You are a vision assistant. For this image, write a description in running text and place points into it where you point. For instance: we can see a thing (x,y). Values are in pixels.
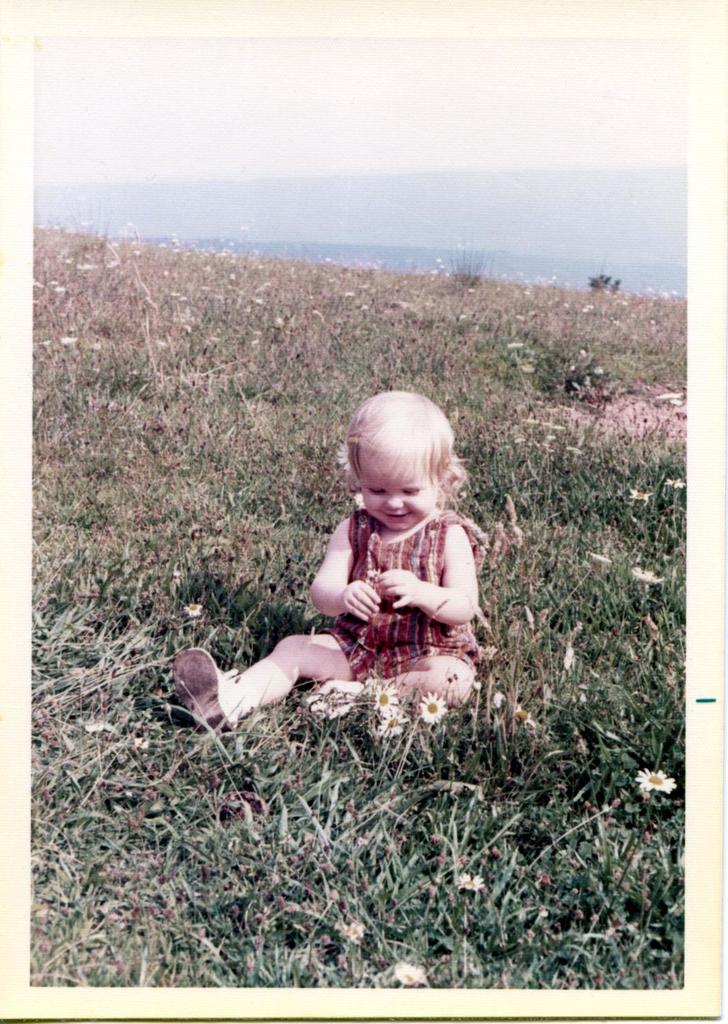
This picture is clicked outside and seems to be an edited image with the borders (705,335). In the foreground (498,584) we can see a kid (357,520) sitting on the ground (307,582), smiling and holding an object (378,582) seems to be the flower (369,577) and we can see the grass (219,882), flowers (636,494) and some other items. In the background (389,147) we can see the sky (320,121).
